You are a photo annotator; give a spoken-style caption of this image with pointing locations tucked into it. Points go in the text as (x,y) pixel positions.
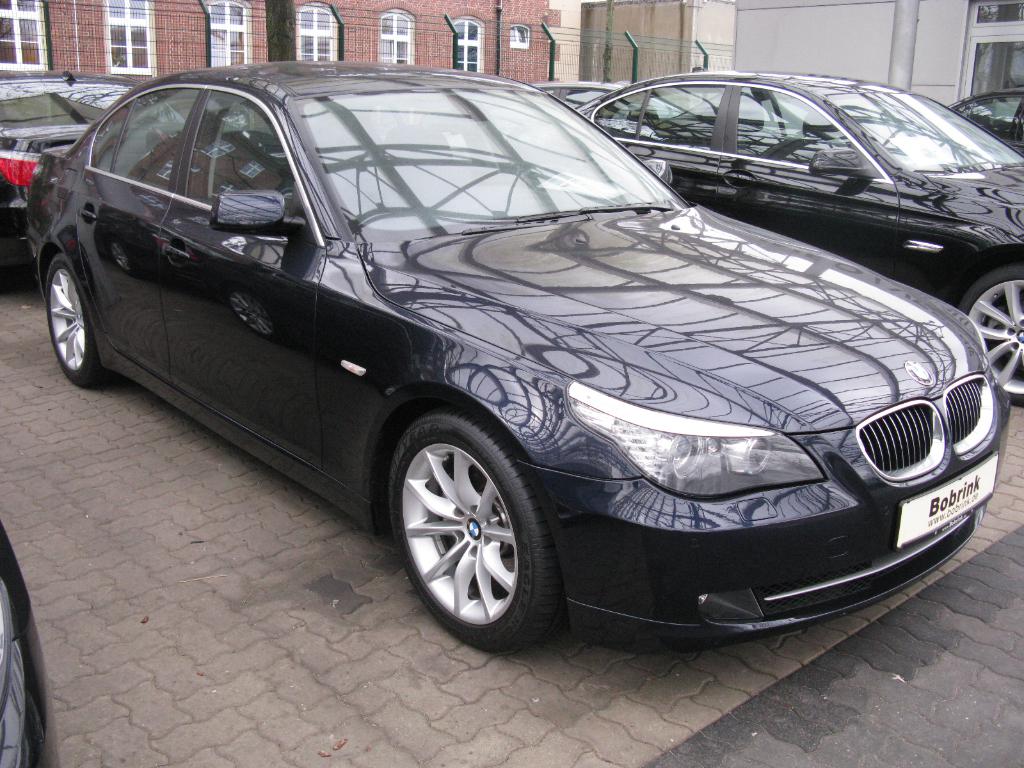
In this image I can see few cars (546,251) which are black in color on the ground (189,598). In the background (163,62) I can see few buildings (353,31) which are white and brown in color, few windows (401,50) of the building (216,25) which are white in color.
